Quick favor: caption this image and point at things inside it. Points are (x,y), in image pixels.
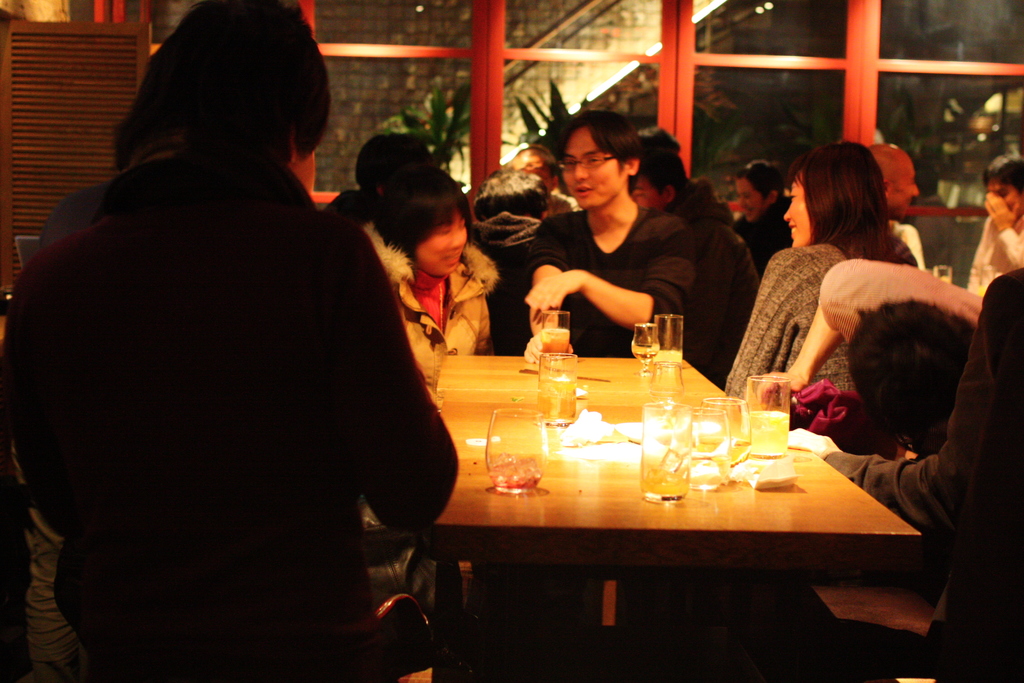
In this image there are group of people (430,290). On the table (486,503) there are glass (536,455) and a tissue (765,466).
